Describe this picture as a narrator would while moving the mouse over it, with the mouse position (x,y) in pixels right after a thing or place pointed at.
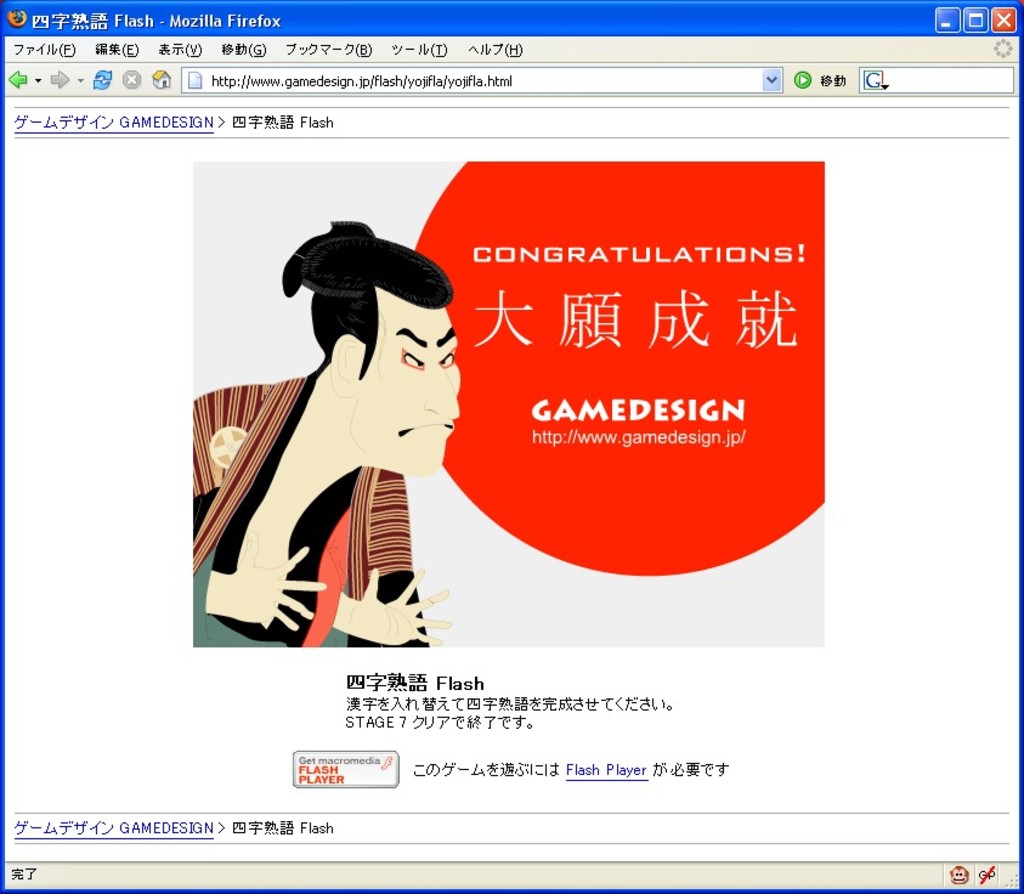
This is a web page. There is a cartoon image (411,454) in this. And something is written on that. There are different icons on the page.
